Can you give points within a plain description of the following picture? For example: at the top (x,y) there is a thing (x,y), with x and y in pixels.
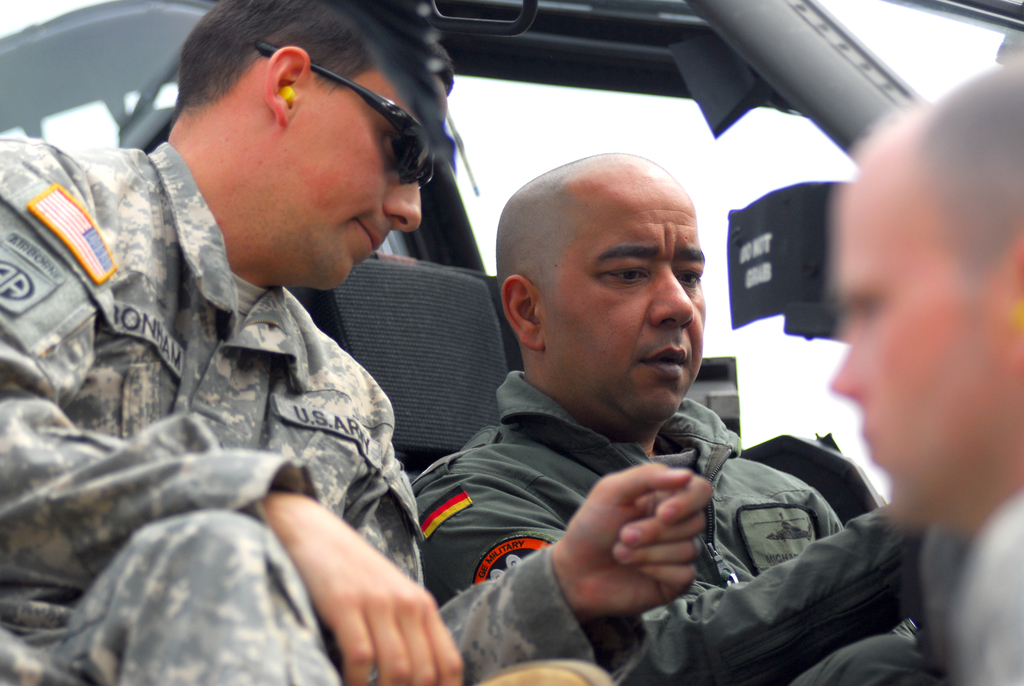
In this picture there are two men (556,380) in a vehicle (719,82) wearing army uniforms (494,481). On the right (935,422) there is a person's face (948,417), the face (991,437) is blurred.
